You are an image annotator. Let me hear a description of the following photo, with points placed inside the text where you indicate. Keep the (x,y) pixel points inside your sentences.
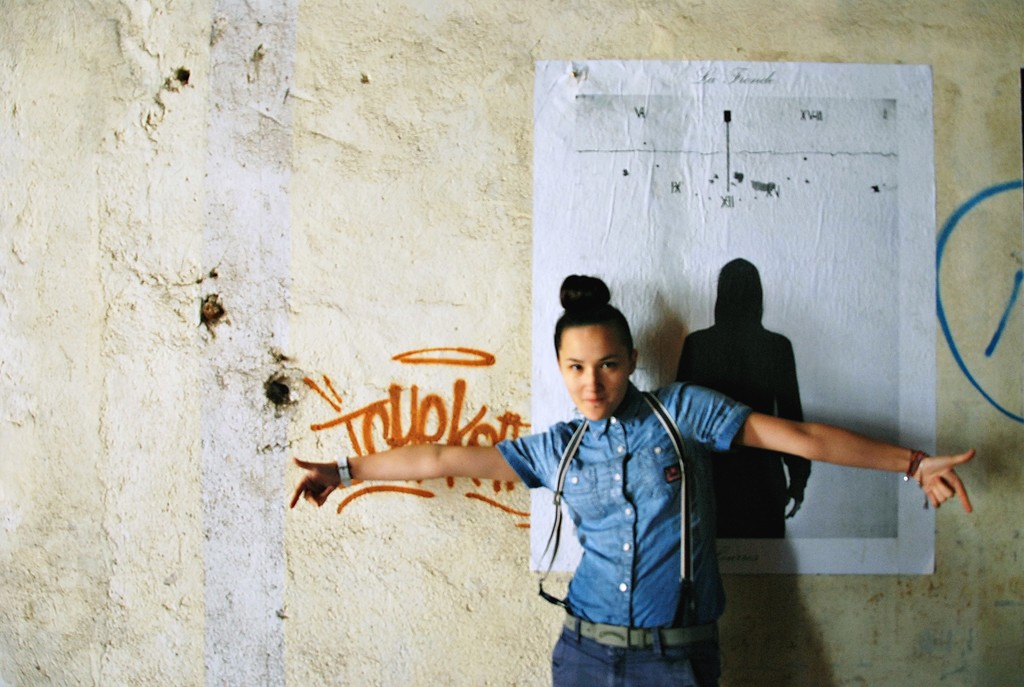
In this image we can see a person (692,528) standing and wearing suspenders (683,538), in the background (534,368), we can see the wall (569,19), on the wall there is a poster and text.
